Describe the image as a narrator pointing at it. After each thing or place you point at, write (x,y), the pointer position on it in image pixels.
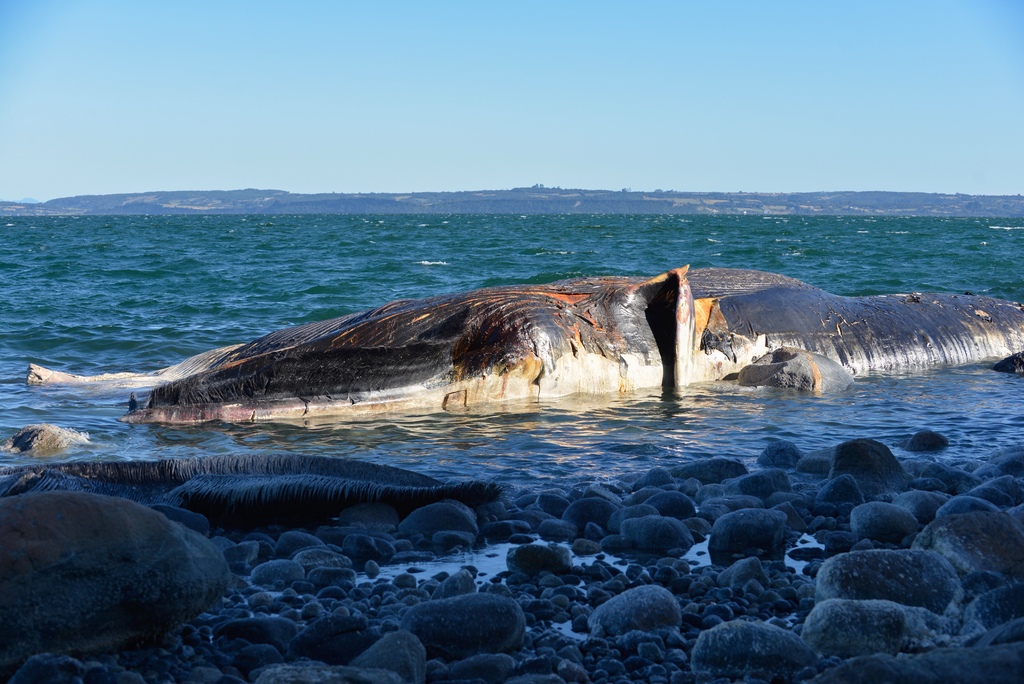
In this image I can see a dead whale (295,342) or a shark (596,335). I can see some rocks (452,535) in the water (64,391) at the bottom of the image (605,529). I can see the sea (208,303) in the center of the image (467,264). I can see the sky (717,56) at the top of the image (713,92).
